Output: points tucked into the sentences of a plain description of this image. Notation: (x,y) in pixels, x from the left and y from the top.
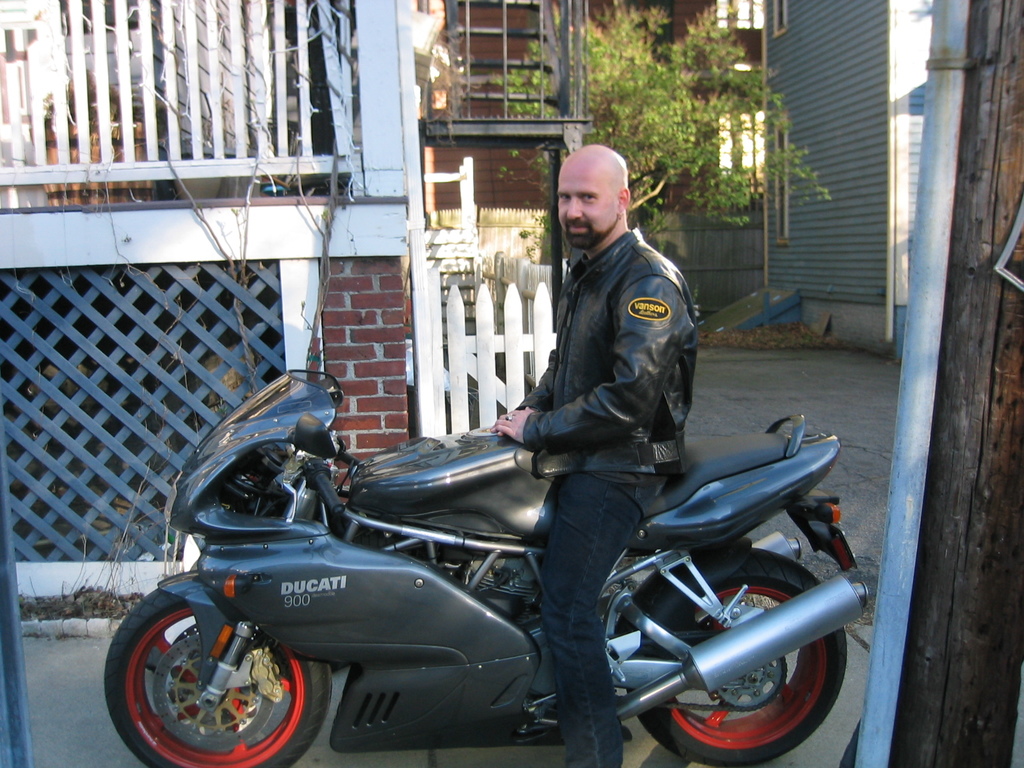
In this picture there is a man (632,455) sitting on a motorcycle (419,547) in the background (721,106) is a building (873,66) and plant (674,94).
